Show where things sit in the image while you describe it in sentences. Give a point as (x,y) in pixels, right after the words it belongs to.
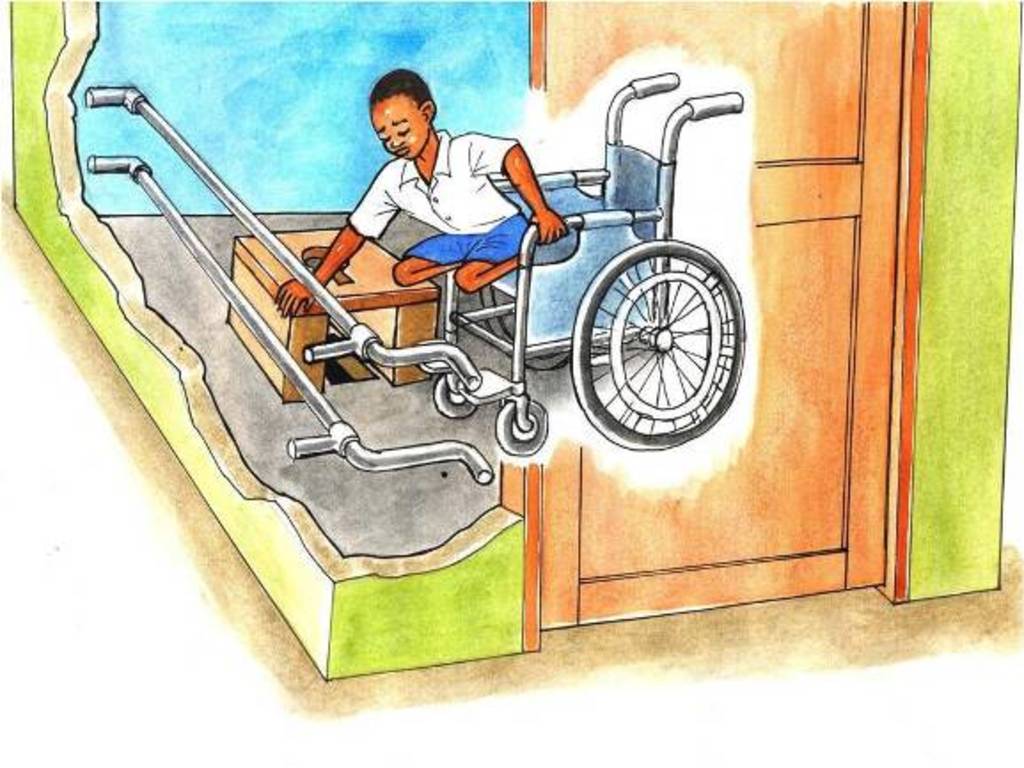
In the image there is a cartoon picture of a boy (452,218) getting down from the wheelchair (554,272).
